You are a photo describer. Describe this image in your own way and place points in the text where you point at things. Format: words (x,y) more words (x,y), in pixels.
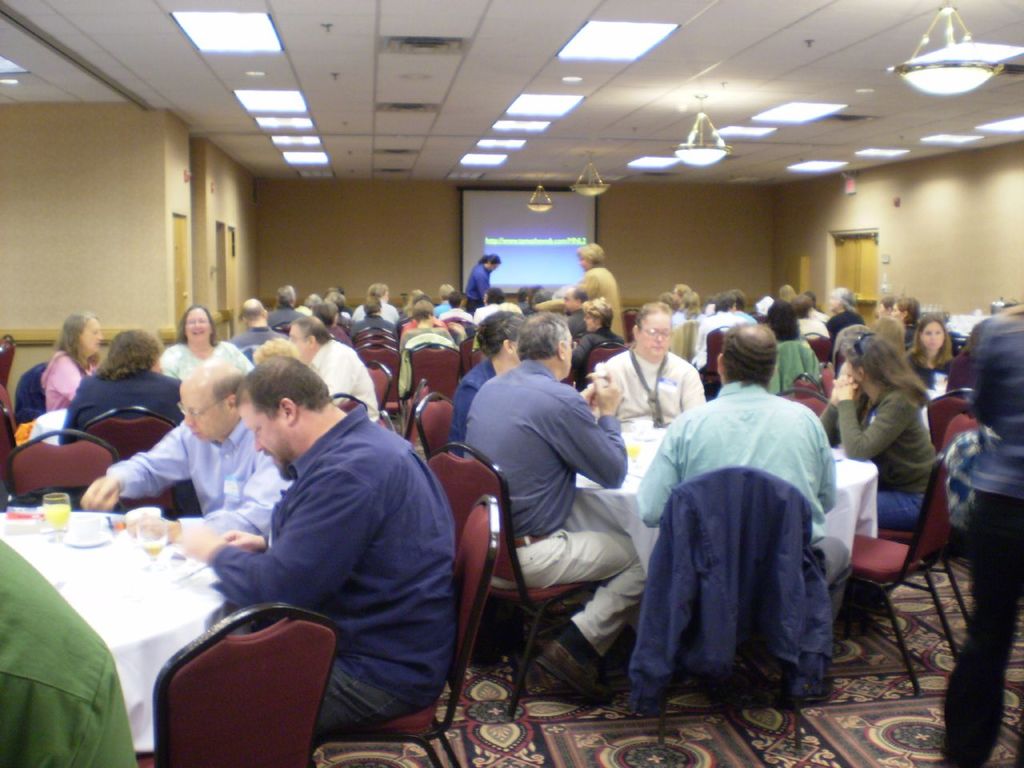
In this image we can see many people (605,435). There are many chairs (449,388) and tables (190,589) in the image. There are many objects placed on the tables (135,565). There is a projector screen (532,242) in the image. There are many lights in the image.
